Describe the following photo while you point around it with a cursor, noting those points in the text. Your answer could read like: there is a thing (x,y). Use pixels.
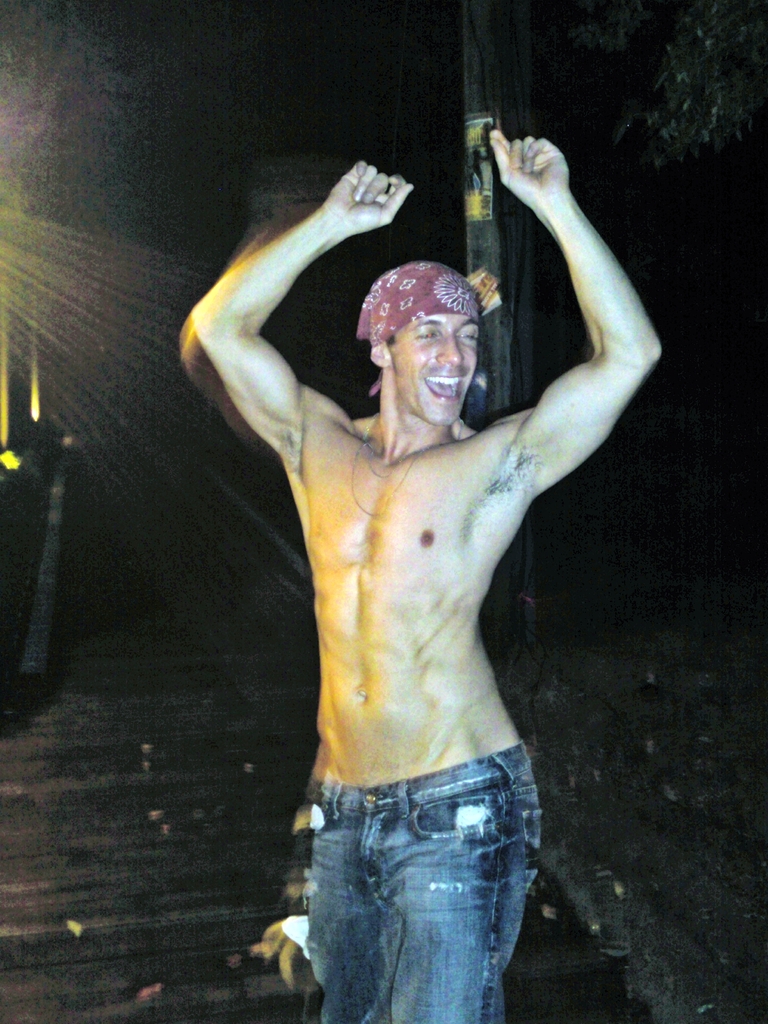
In this image in the front (360,657) there is a man (430,709) standing and smiling. In the background (528,277) there is a pole (515,275) and on the right side (712,76) there are leaves (727,68).
